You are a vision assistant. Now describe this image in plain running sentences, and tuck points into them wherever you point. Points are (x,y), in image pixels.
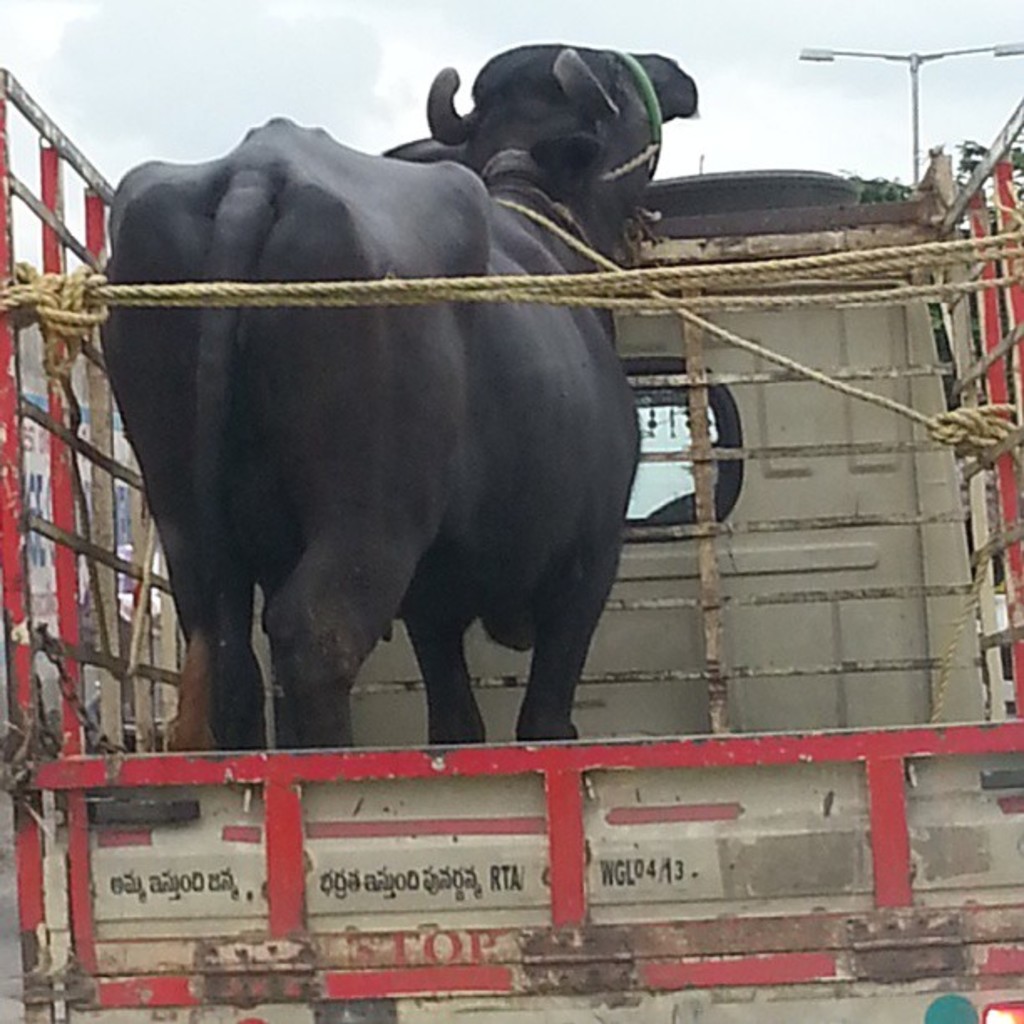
Here I can see a black color buffalo (415,455) in a vehicle (712,726). In the background (916,99), I can see a street light (912,81). At the top (189,50) I can see the sky (178,39).
